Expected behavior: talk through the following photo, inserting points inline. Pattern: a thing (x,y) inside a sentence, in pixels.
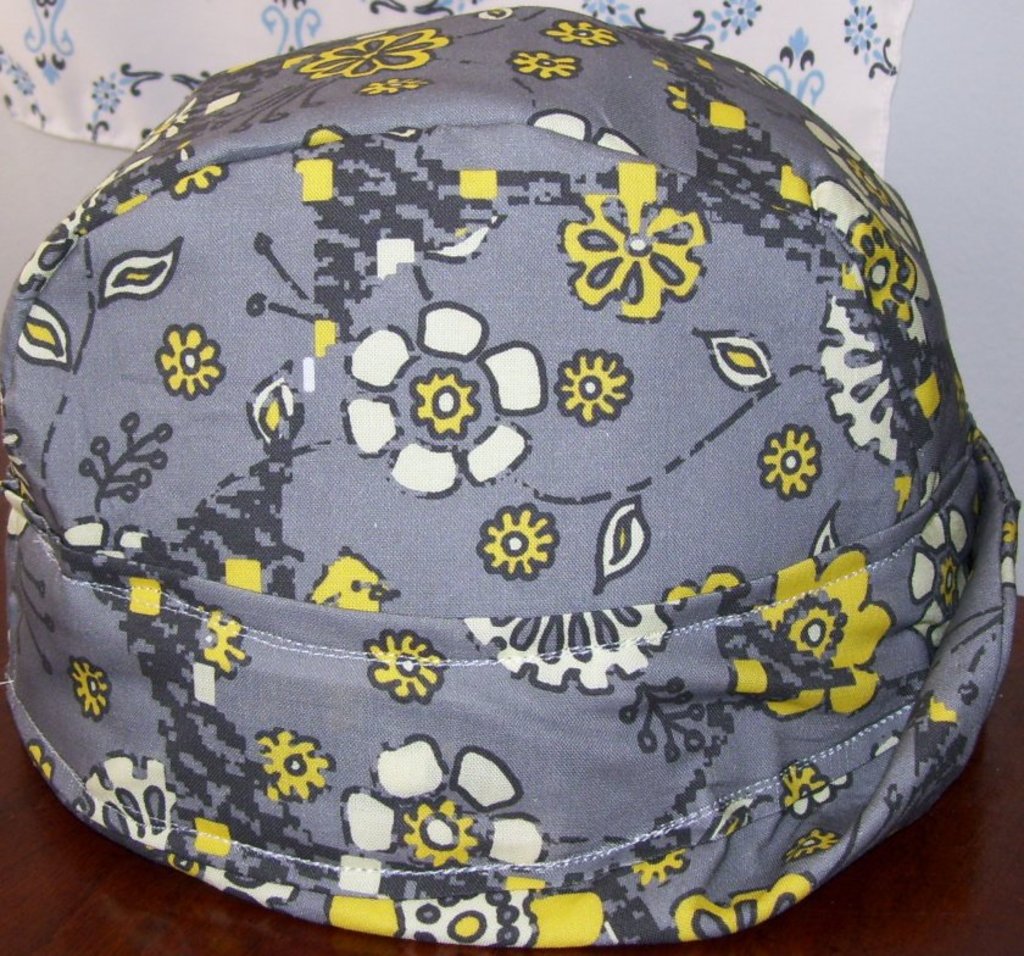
In this image we can see a cap (639,891) placed on the table (360,950). In the background (1011,401) there is a wall (1002,190) and a cloth (152,40).
